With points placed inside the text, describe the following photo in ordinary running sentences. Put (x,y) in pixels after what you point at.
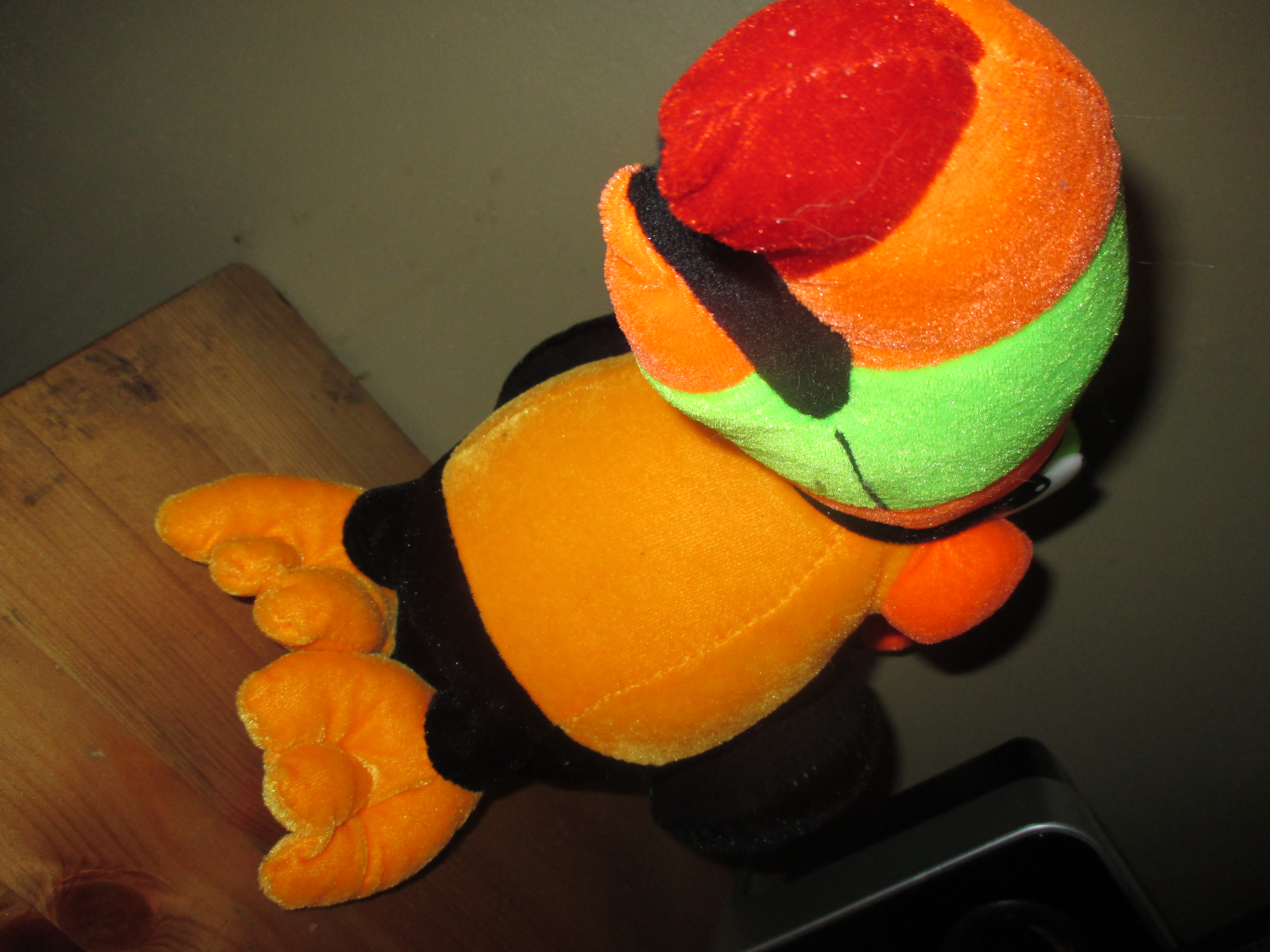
On this wooden surface (23,649) we can see toy (889,259). This is an electronic device (1043,865).
